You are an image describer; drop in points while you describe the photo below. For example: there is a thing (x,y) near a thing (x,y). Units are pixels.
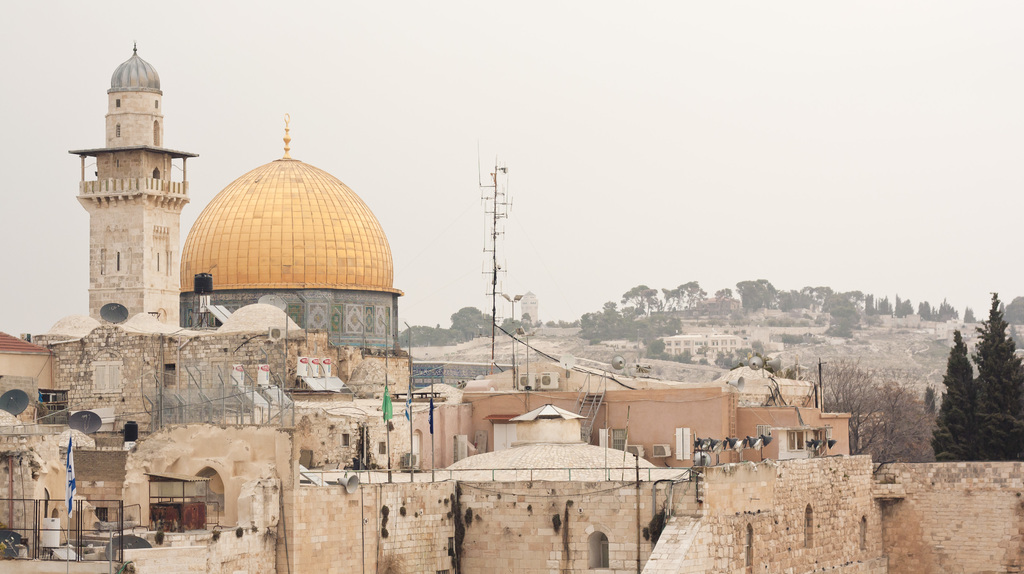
There are many buildings (367,377) with brick wall (474,490). Also there are dish antennas (110,314). In the back (616,307) there are trees (643,310) and sky (709,281). Also there are air conditioners (409,463) on the buildings (522,415).
